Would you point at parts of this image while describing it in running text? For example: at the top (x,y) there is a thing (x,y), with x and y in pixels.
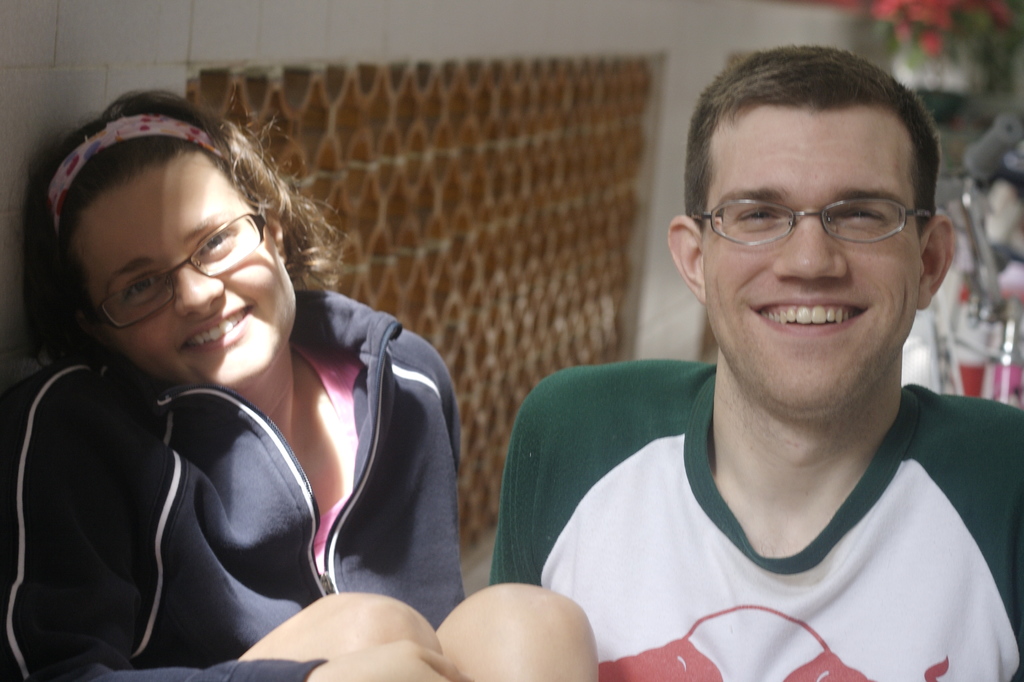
In this image we can see a man (676,597) and a woman (302,458). They are smiling. The man (772,355) is wearing a T-shirt (962,500) and the woman (305,520) is wearing pink top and jacket (211,549). In the background (469,171), we can see the wall (101,31) and mesh (440,253). We can see a bicycle (985,252) and a flower pot (957,25) on the right side of the image (985,267).
